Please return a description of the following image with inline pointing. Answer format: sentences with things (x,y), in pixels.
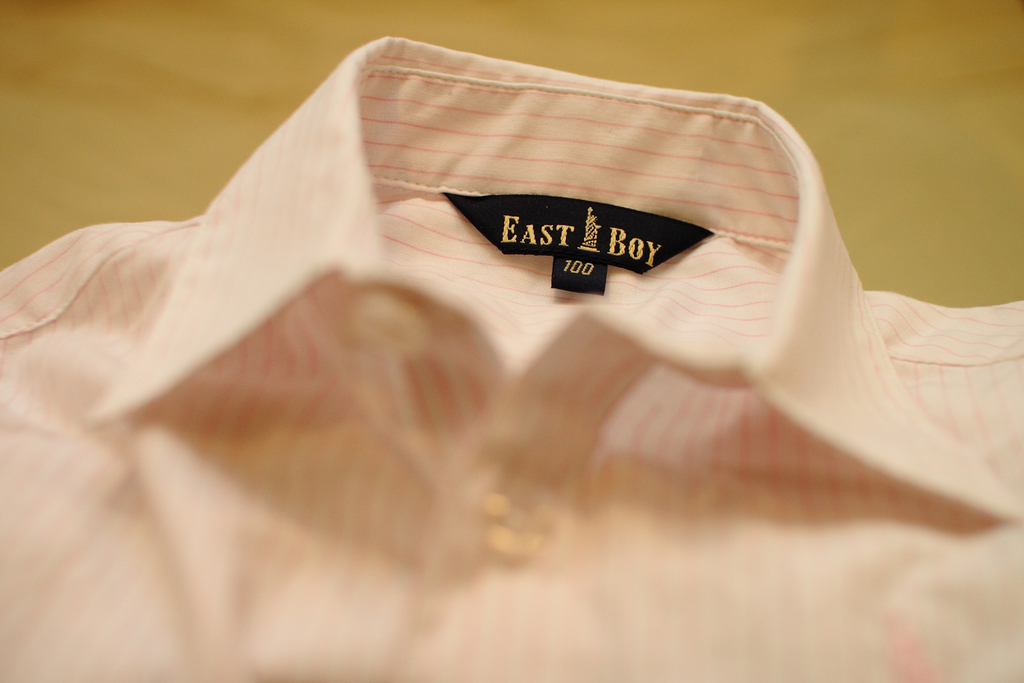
There is a white collar shirt (709,125) having pink color lines (742,284) on it and black color sticker (613,211) at the collar (345,84). And the background (966,207) is blurred.
